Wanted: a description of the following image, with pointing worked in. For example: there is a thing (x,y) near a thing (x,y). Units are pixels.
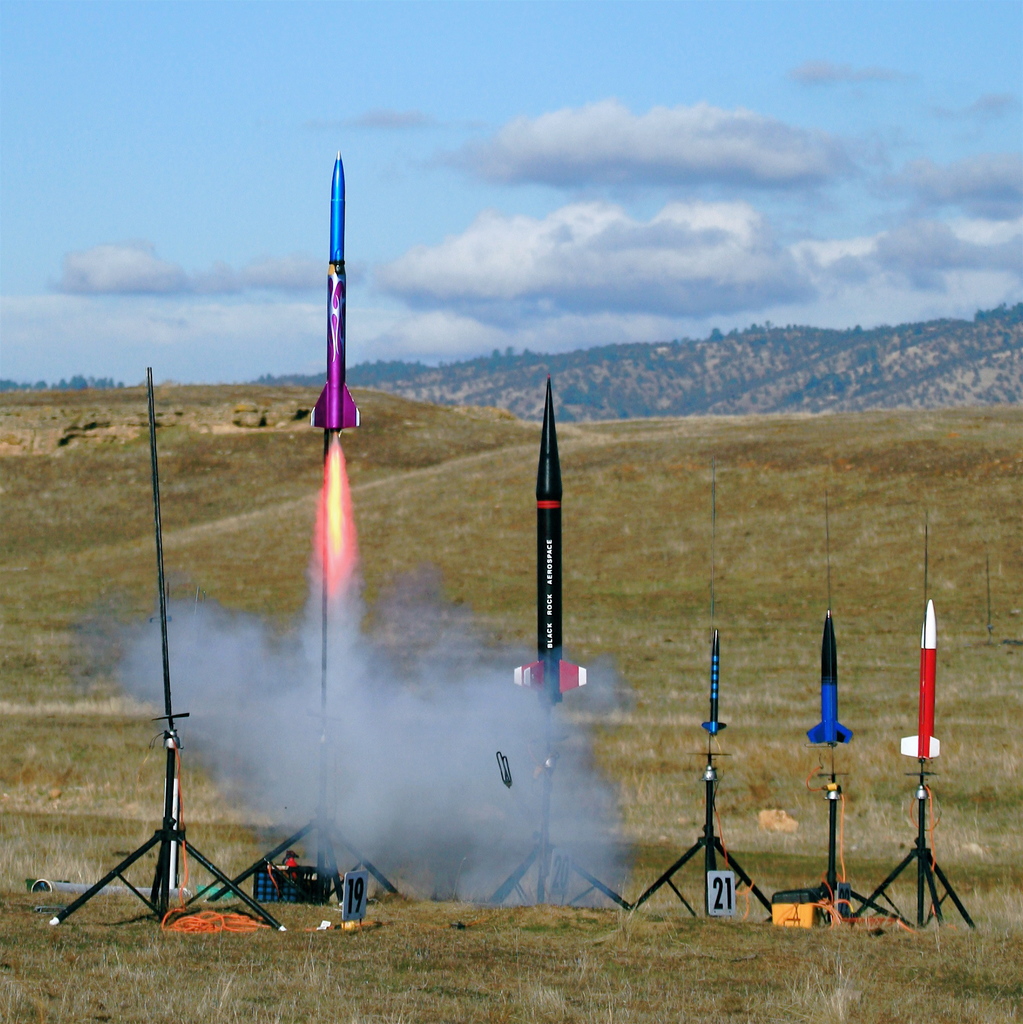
In this image there are five rockets (556,681) kept one beside the other. The rocket (332,403) on the left side (326,424) has started to fly in to the sky (251,65) as it is emitting the fire (321,492). The other four rockets (556,620) are beside it. In the background (651,383) there are hills (750,336) on which there are trees (876,347). At the top (371,77) there is sky (347,62). At the bottom (340,965) there is grass (360,960) and wires (209,926).
